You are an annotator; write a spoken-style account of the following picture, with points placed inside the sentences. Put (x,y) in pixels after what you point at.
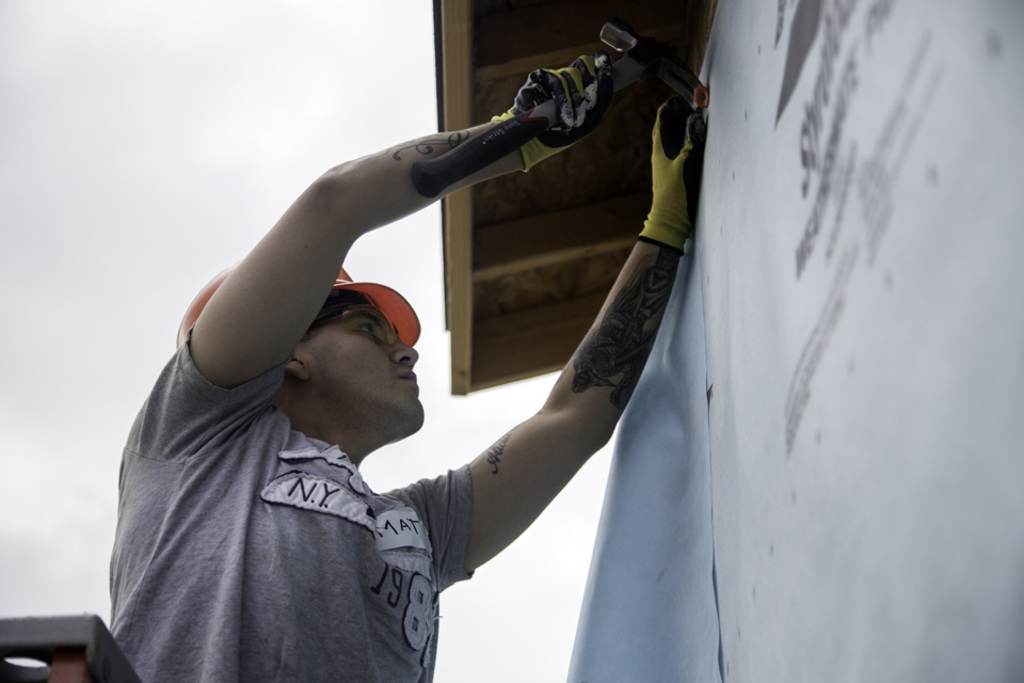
In this picture we can see a person (400,663) hitting a nail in the wall (672,294) with a hammer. At the top (558,222) we can see the wooden roof (528,50).
